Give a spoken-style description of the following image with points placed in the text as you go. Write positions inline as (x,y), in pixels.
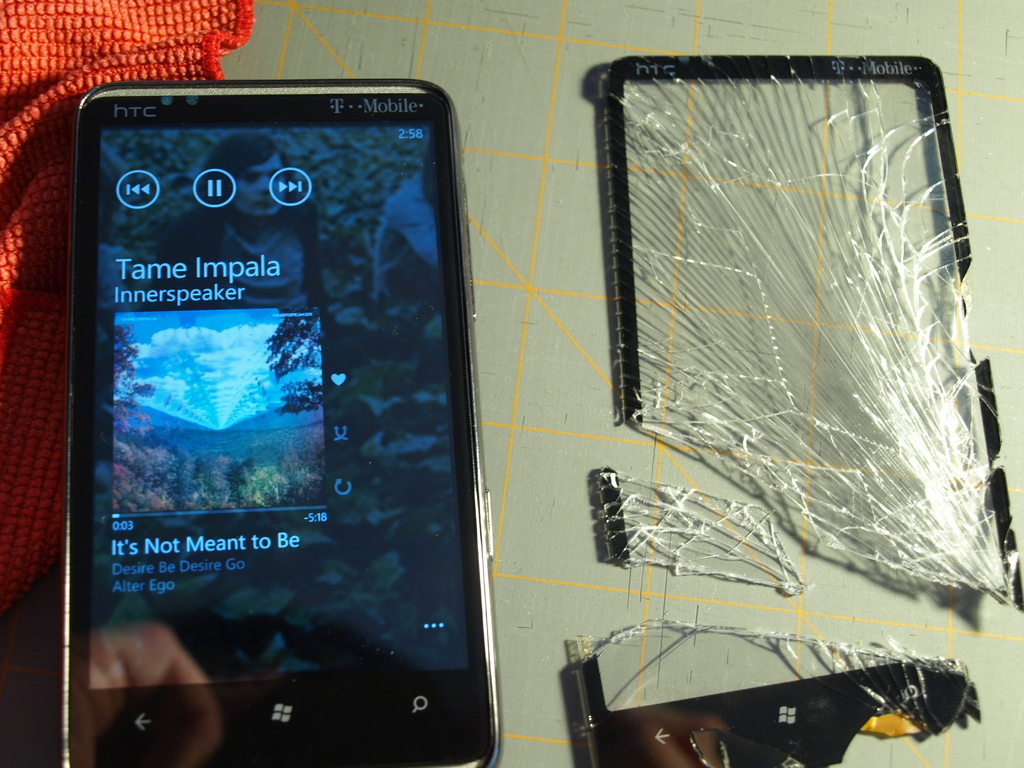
In the image we can see a table (908,736), on the table (50,620) there is a cloth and mobile phone (225,168) and glasses (727,318).
